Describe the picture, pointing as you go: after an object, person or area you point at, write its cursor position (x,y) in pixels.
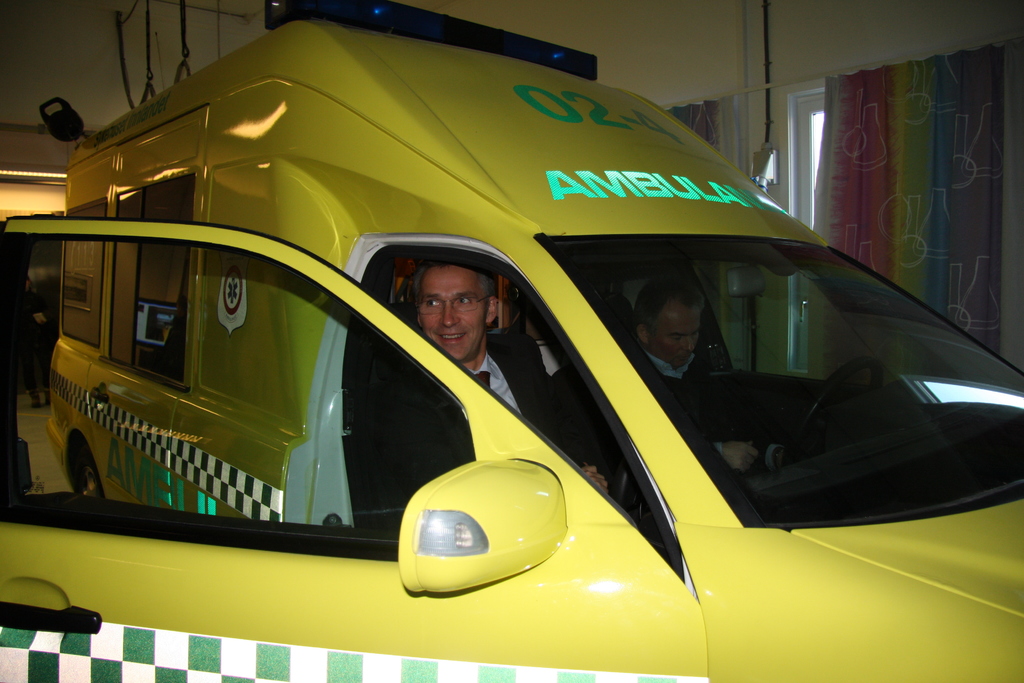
In this image I can see two people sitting in the vehicle (691,648). To the right (942,306) I can see the curtains (974,273) to the windows (797,202). To the left (34,369) I can see one more person (32,382) standing. I can see few ropes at the top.
